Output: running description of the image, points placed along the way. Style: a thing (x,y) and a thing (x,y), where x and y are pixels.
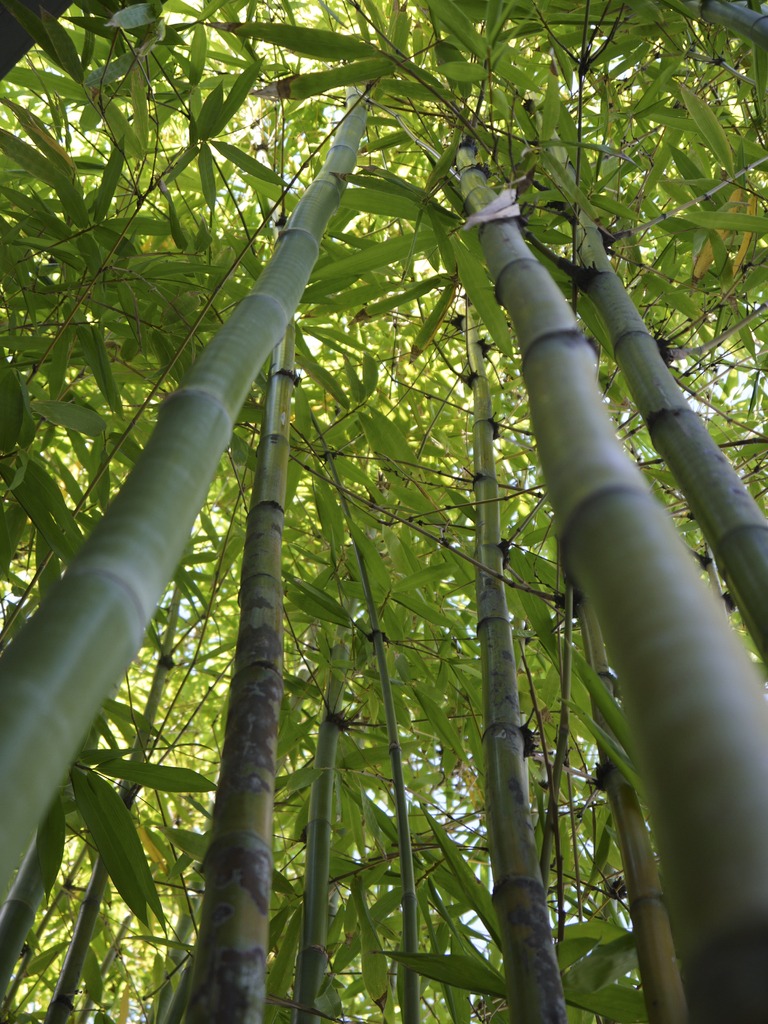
In this picture I can see that there are some bamboo trees (500,226) and there are some leaves (355,310) on the trees (268,930).
